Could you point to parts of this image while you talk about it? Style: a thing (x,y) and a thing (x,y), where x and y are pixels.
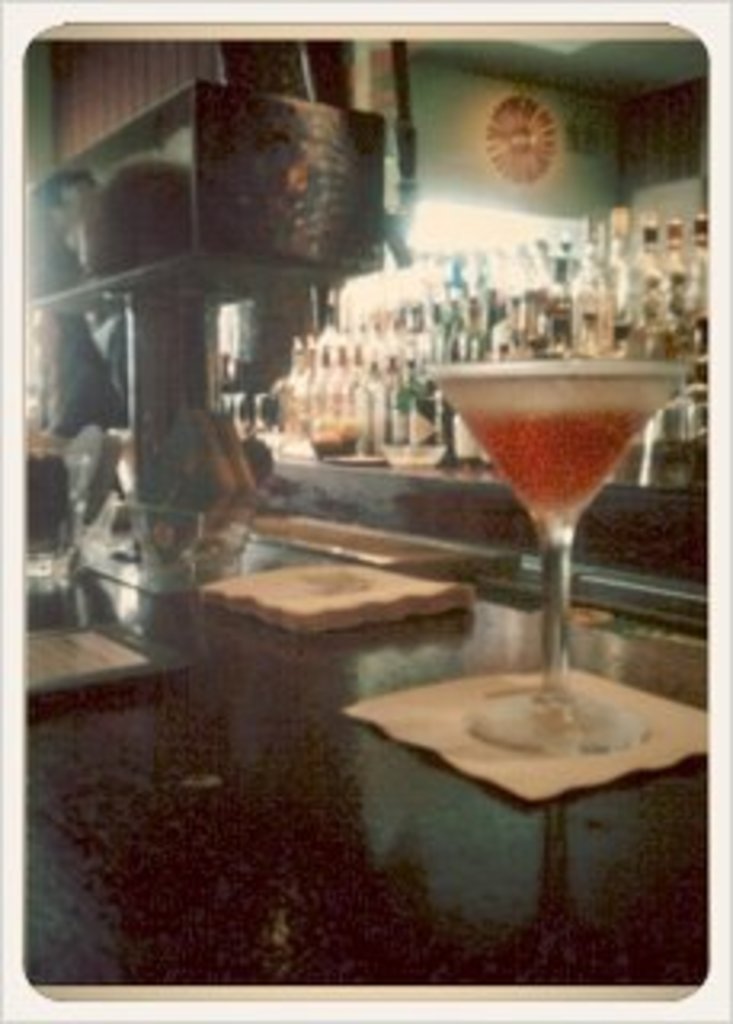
in this picture we can see a glass (480,393) and liquid (528,423) in it on the table (455,641), and some other objects (205,476) on it, and at back (492,261) there are many wine bottles (347,383).
